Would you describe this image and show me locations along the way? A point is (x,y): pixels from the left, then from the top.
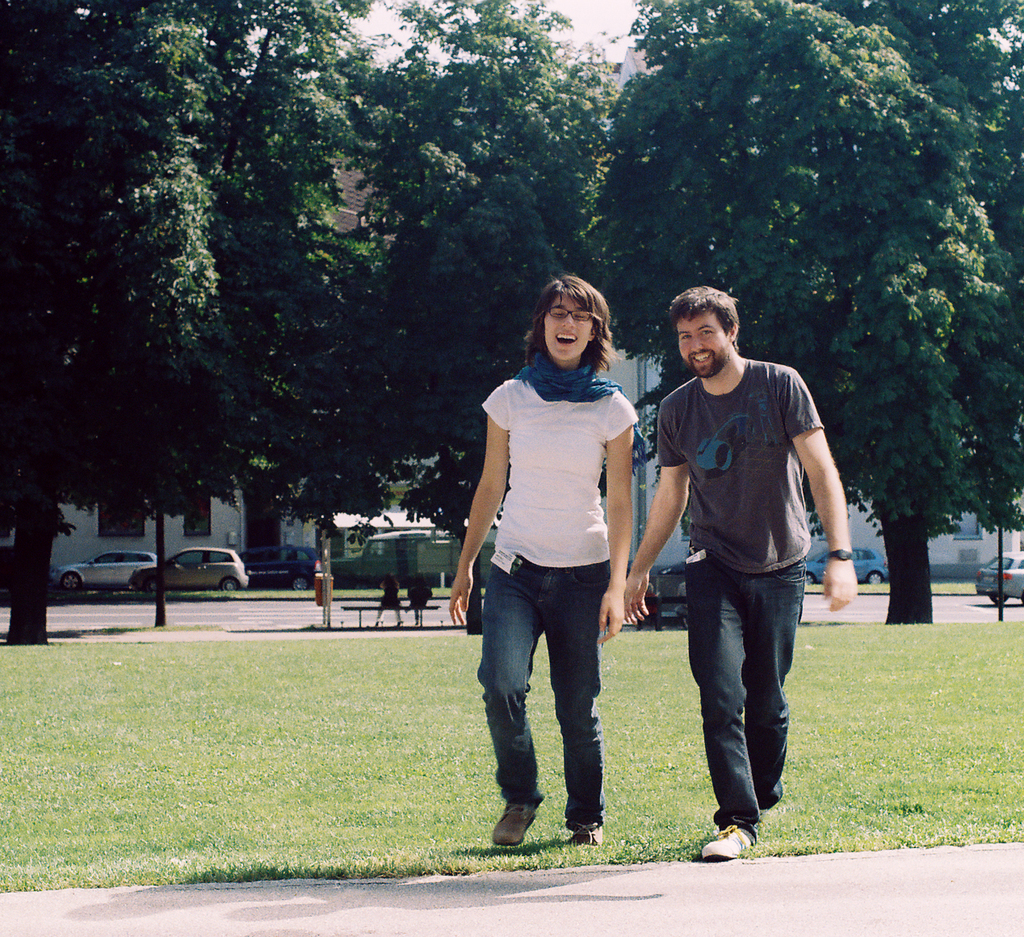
In this image we can see two persons (618,492) walking on the grass (795,728) and in the background (413,586) there are few trees (373,396), two persons (419,604) sitting on a bench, there are few cars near the building (226,515) and a car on the road (383,620).
